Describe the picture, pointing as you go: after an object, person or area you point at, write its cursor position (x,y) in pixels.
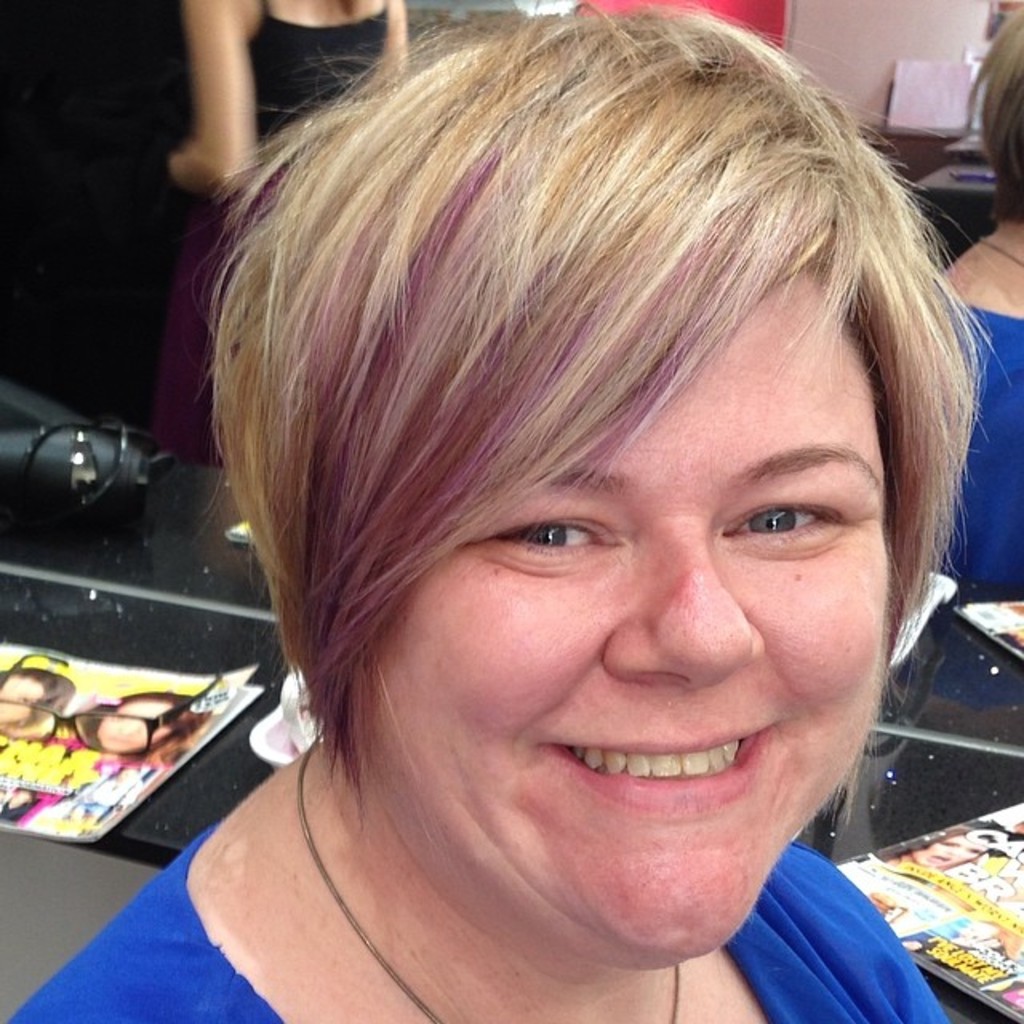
This image consists of a woman (631,962) wearing a blue dress (838,1014). In the background (911,66), we can see a mirror (998,212). In which we can see the reflection (252,58) of another woman (237,10). And on the left (19,812) and right, there are books (19,812) on the desk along with specs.
